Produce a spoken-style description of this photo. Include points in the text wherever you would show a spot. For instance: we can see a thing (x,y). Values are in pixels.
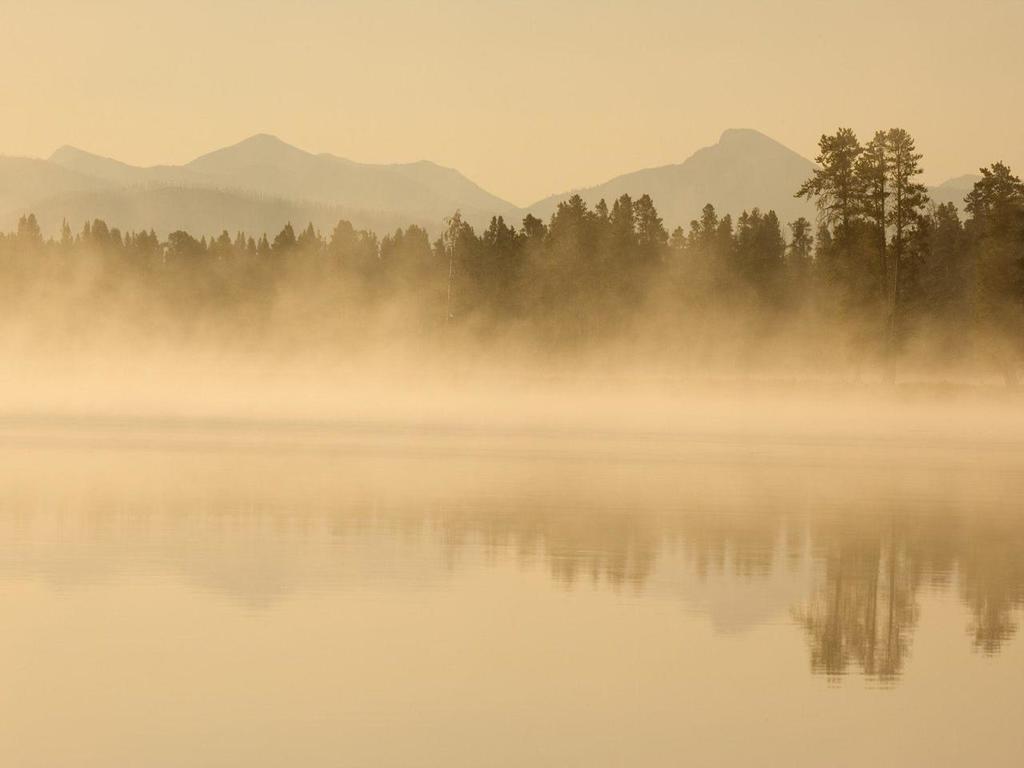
In the image we can see there is water (673,512) and there is fog (481,409) in the air (826,395). Behind there are lot of trees (554,224) and there are mountains (25,195). There is a clear sky (333,48).
